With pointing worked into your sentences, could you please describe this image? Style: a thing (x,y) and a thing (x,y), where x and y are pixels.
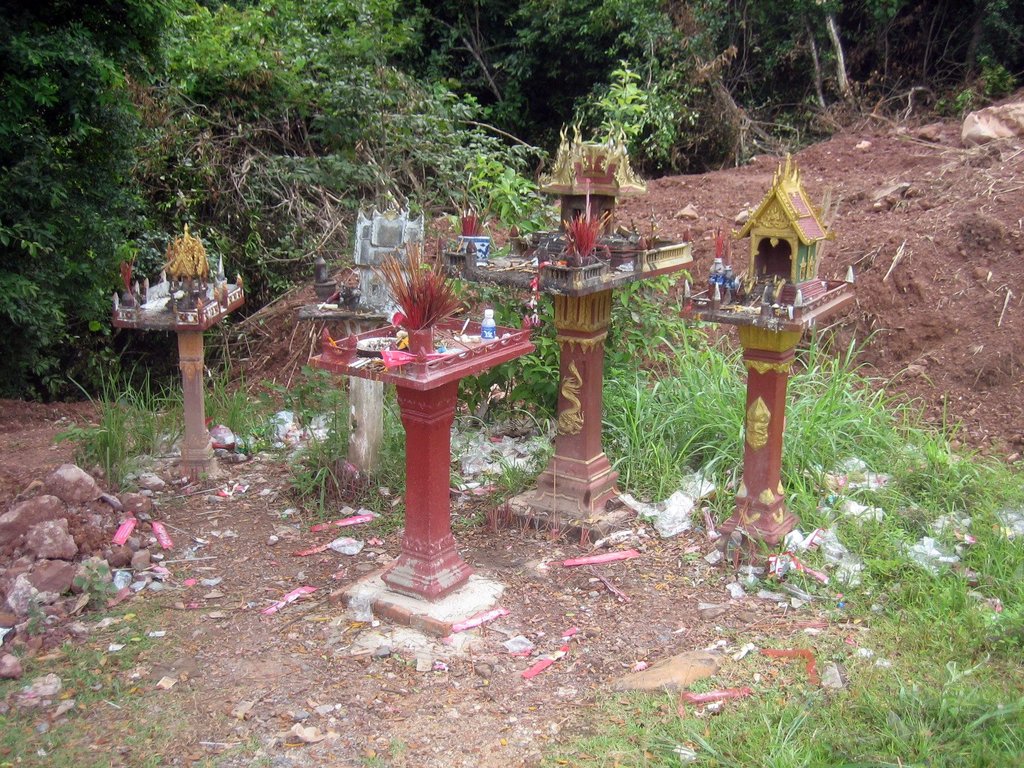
In this image in the center (581,310) there are some pillars (367,417) and some small shrines (772,317), at the bottom (546,688) there is grass (882,604) and sand (300,648). In the background (256,202) there are some trees (724,106) and sand (945,287).
